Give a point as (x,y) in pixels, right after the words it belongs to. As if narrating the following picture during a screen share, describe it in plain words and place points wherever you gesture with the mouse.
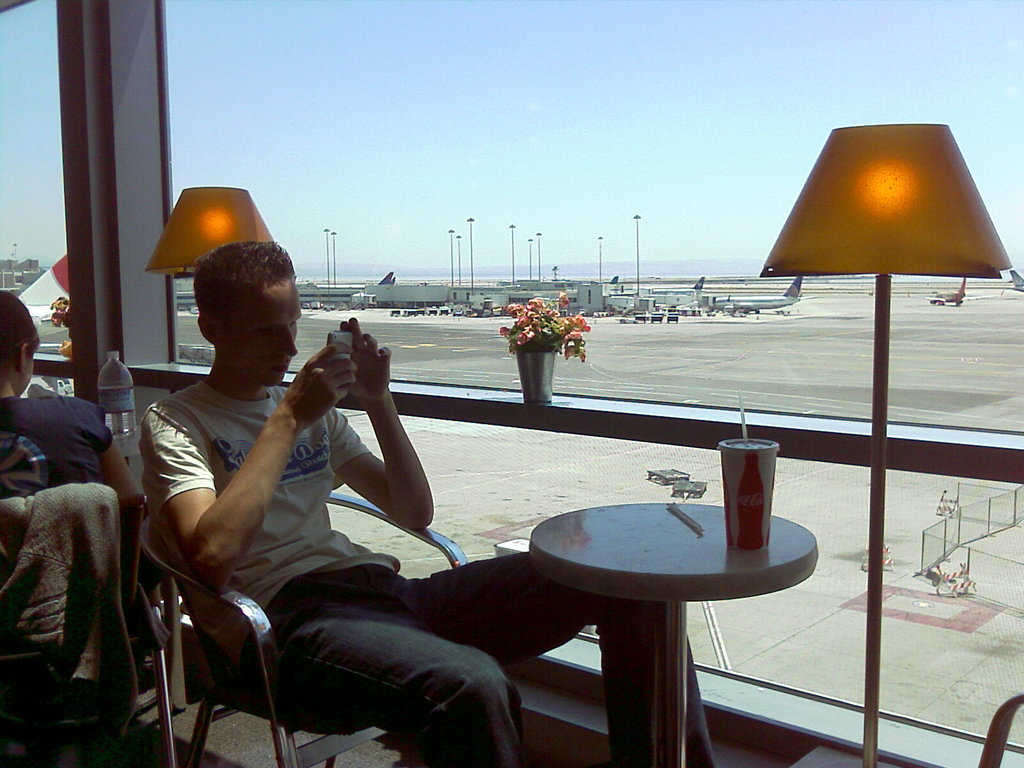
This man (222,418) is sitting on a chair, in-front of this man (557,631) there is a table (669,551), on a table (659,534) there is a glass (769,477). This is a flower (555,334) with flower vase (534,380). Lantern lamp (929,231) with pole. Far there are aeroplanes (780,302). Bottle (121,381) on a table (133,449). Jacket (94,551) on chair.
